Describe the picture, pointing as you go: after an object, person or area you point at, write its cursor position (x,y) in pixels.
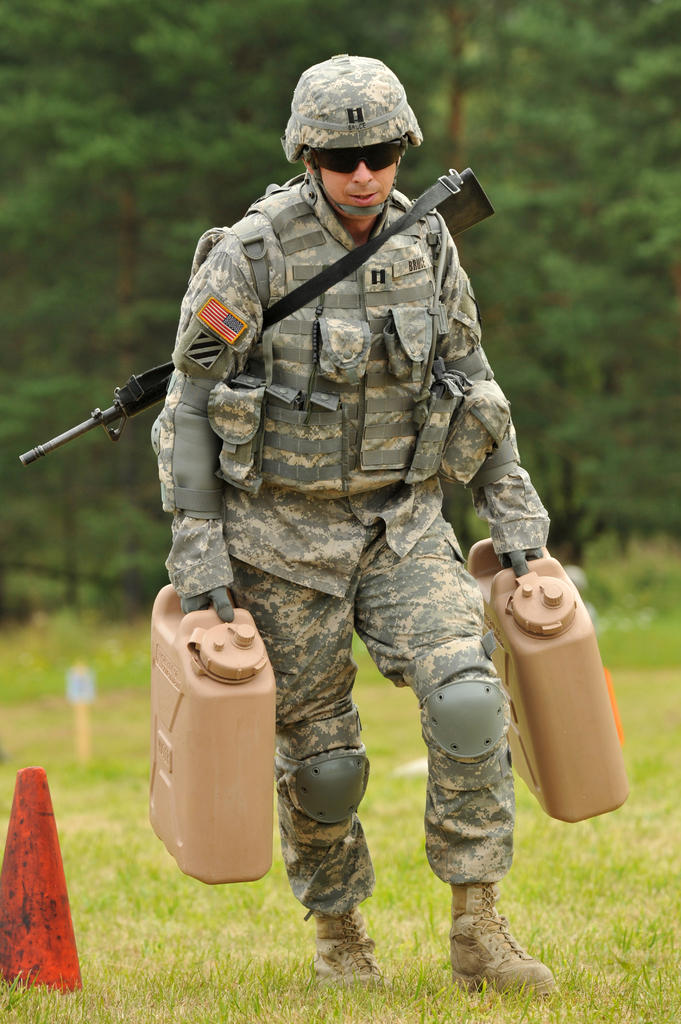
In this image I see a man (350,340) who is wearing army uniform (373,383) and I see that he is carrying a gun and holding 2 cans (575,667) in his hands (213,596) and I see that he is wearing a helmet (343,120) and black color shades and I see the green grass (394,789) and I see a cone (39,788) over here. In the background (11,48) I see the trees (114,21).
